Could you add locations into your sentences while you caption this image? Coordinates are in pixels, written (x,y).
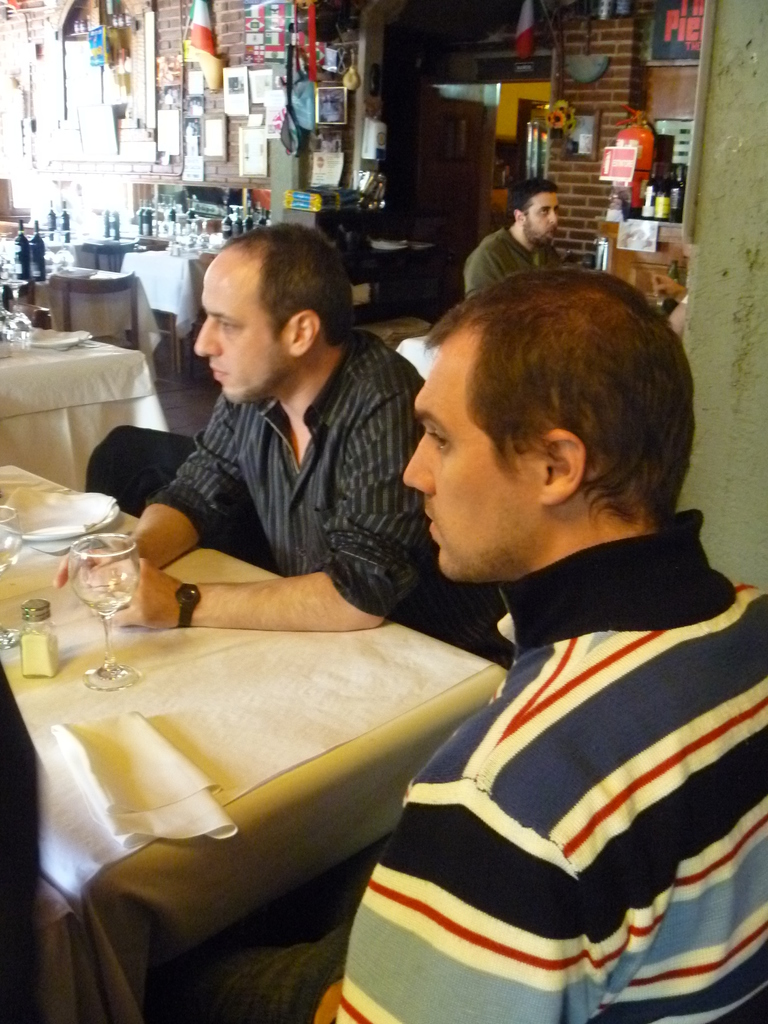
Here we can see a couple of men (638,698) sitting on chairs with a table (349,740) in front of them on the table (141,631) there is a glass (82,600) and behind them we can see another guy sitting and on the wall (60,50) we can see various kind of posters (85,122) present.
